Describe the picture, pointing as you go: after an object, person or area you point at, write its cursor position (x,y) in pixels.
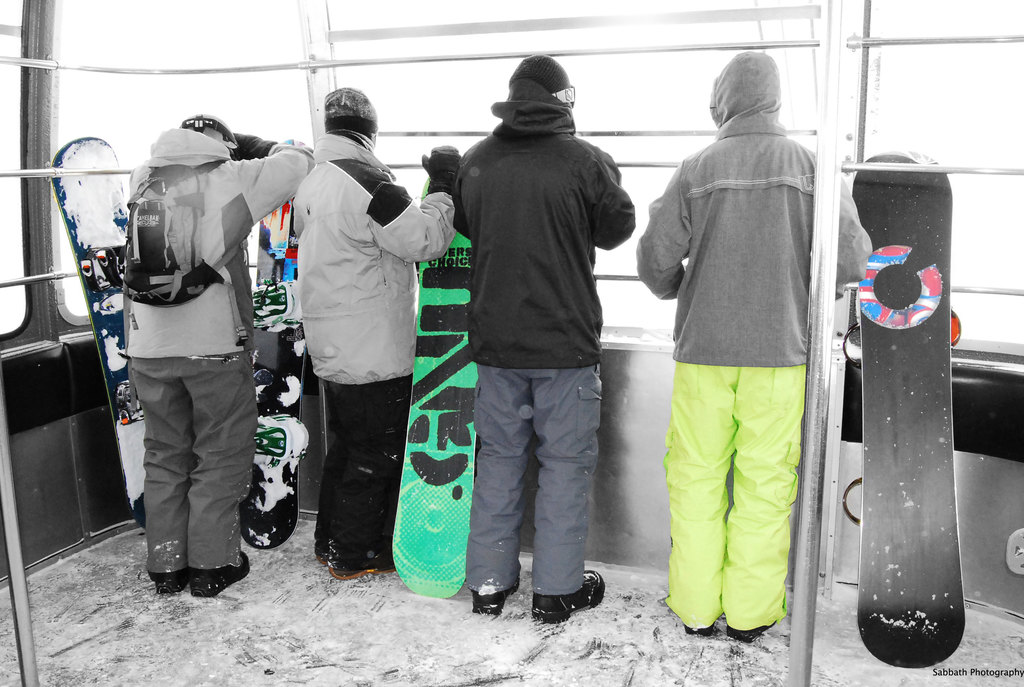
In this picture there are group of people (739,211) and there are peeping from the window (473,122), it seems to be snow area (489,115) around the image.
